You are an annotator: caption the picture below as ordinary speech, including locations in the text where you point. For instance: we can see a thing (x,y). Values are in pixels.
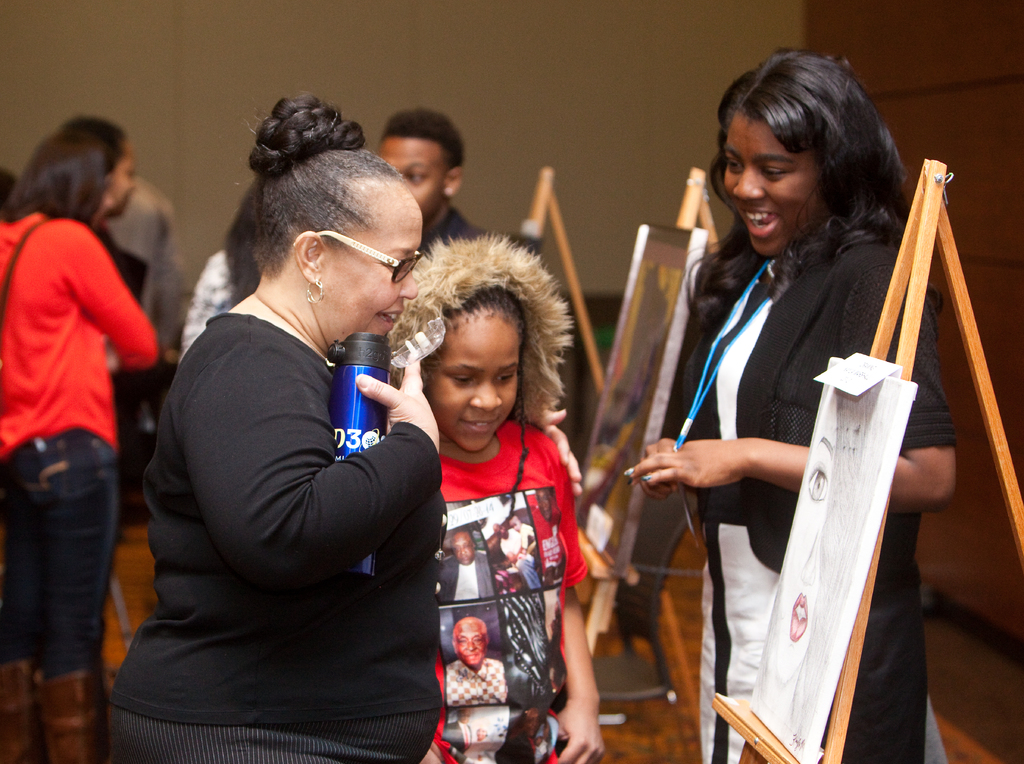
In the background (466,70) we can see the wall (489,83) and the people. In this picture we can see the boards (873,418), stands (877,547). We can see a woman (322,432) is holding a bottle (372,427) and staring at a drawing (903,413) which is on the paper (890,404). On the right side of the picture (821,334) we can see a woman (768,178) is smiling.
